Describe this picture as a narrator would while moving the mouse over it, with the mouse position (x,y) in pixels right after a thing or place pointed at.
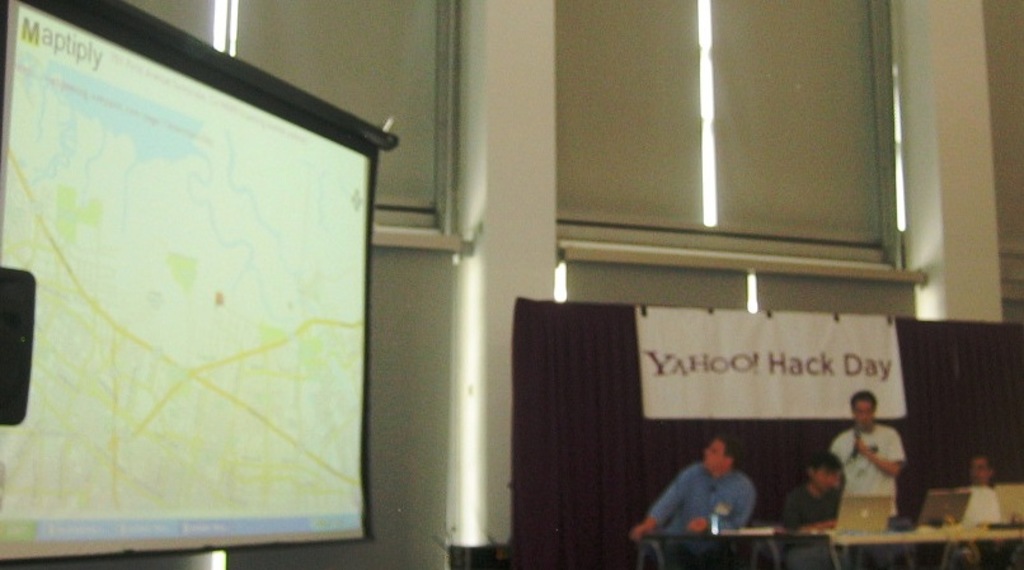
In this image we can see a display screen (167,330), some window blinds (719,121) and a wall (507,145). On the right side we can see a person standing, some people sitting beside a table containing some laptops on it. We can also see a curtain (543,452) and a banner (803,405) with some text (779,361) on it.
